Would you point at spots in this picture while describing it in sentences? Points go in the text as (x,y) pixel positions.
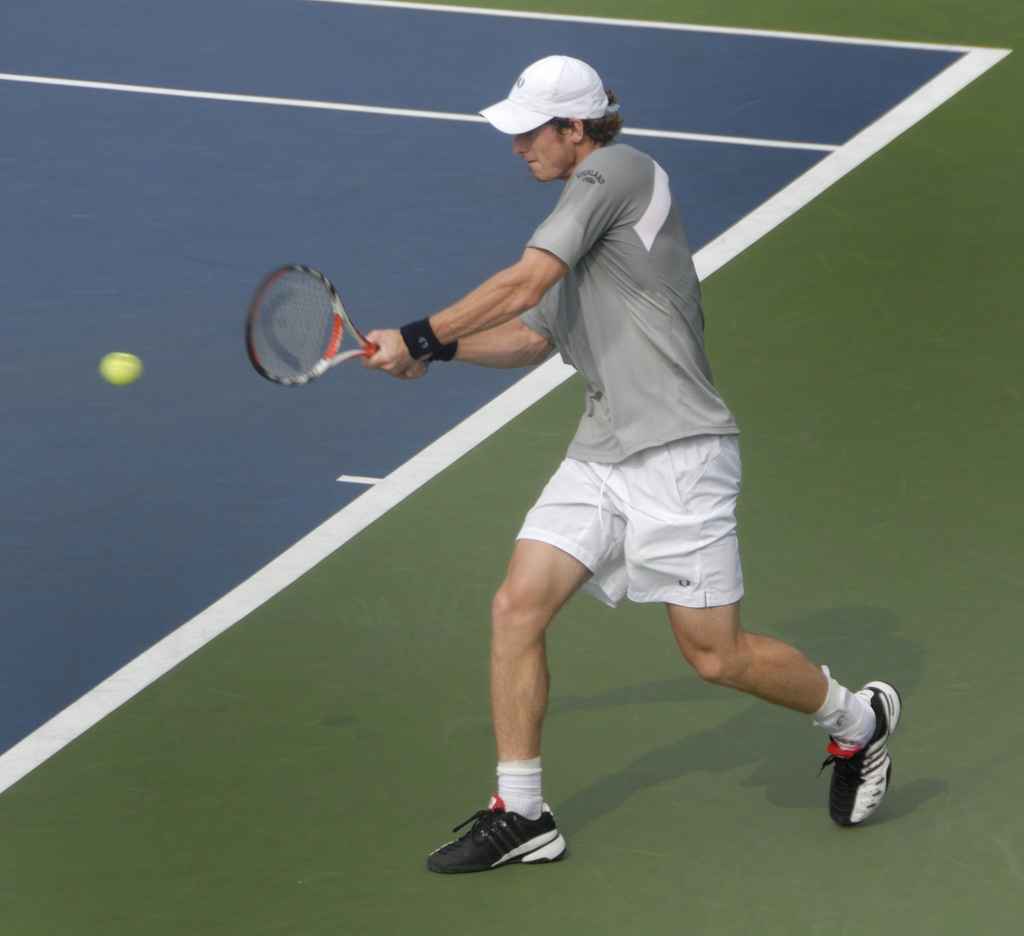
In this image, we can see a person (703,334) wearing a cap (583,96) and holding a tennis racket (313,305) with his hands (388,348). There is a ball (126,373) on the left side of the image (130,369).
